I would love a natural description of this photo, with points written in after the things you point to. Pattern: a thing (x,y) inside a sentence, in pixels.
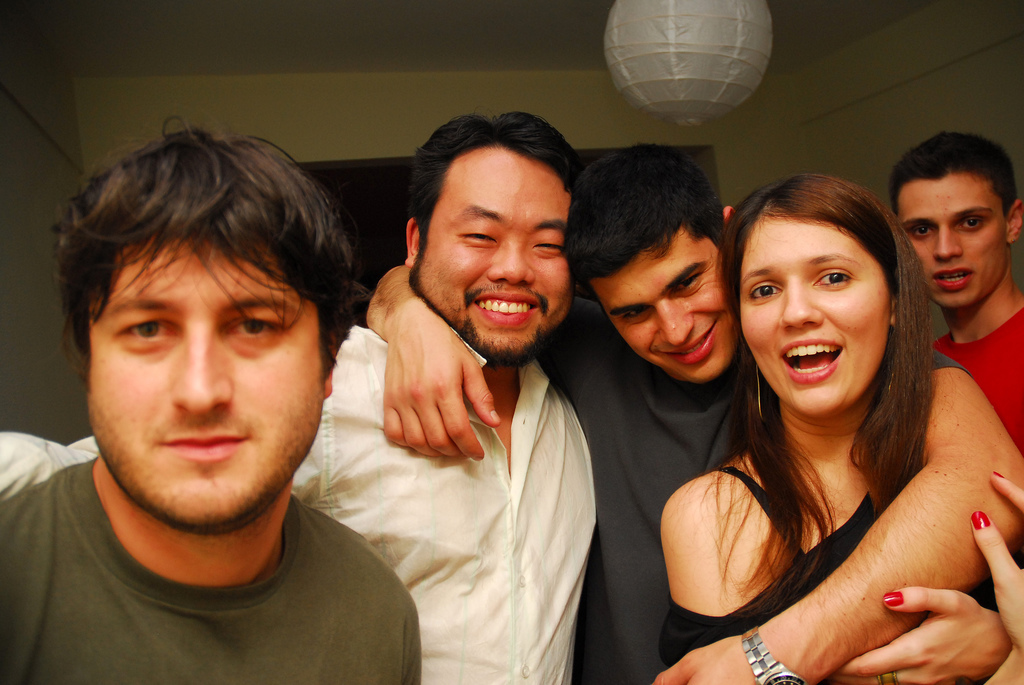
This picture is clicked inside the room (304,416). In the foreground (500,468) we can see the group of persons (438,484) standing. In the background (337,139) we can see the wall (442,90). At the top (676,50) there is a white color object (648,40) hanging on the roof (213,39).
